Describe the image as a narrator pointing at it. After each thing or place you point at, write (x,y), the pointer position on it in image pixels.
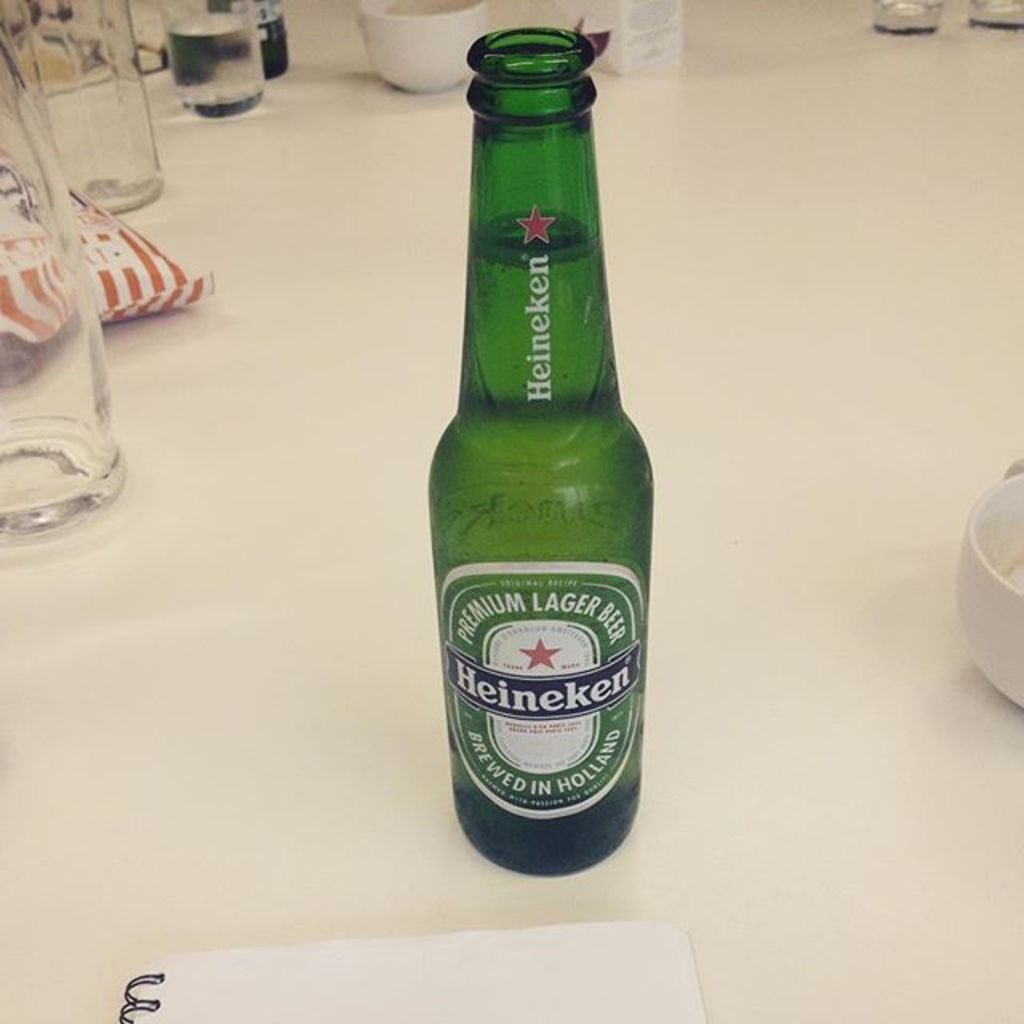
In front of the picture, we see green color glass bottle (516,393) which is placed on table (400,854), on bottle (602,670) we can see a sticker (495,709) on with some text (511,683) is written and on the table (432,917), we can see white paper (509,971), cup (968,584), glass (67,462), cover (123,288) and cool drink bottle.
